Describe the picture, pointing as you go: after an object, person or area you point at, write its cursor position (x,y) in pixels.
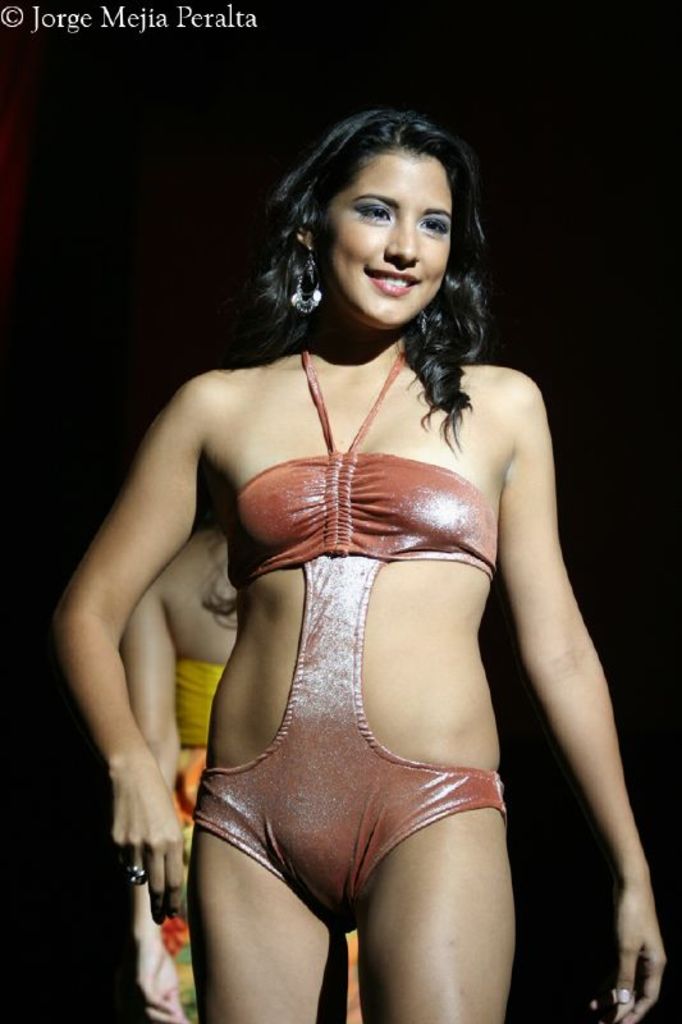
This picture shows a woman (392,464) standing and we see smile (385,282) on her face (385,294) and we see another woman (200,623) on the back (182,567) and we see text (169,13) on the top of the picture (13,12).
